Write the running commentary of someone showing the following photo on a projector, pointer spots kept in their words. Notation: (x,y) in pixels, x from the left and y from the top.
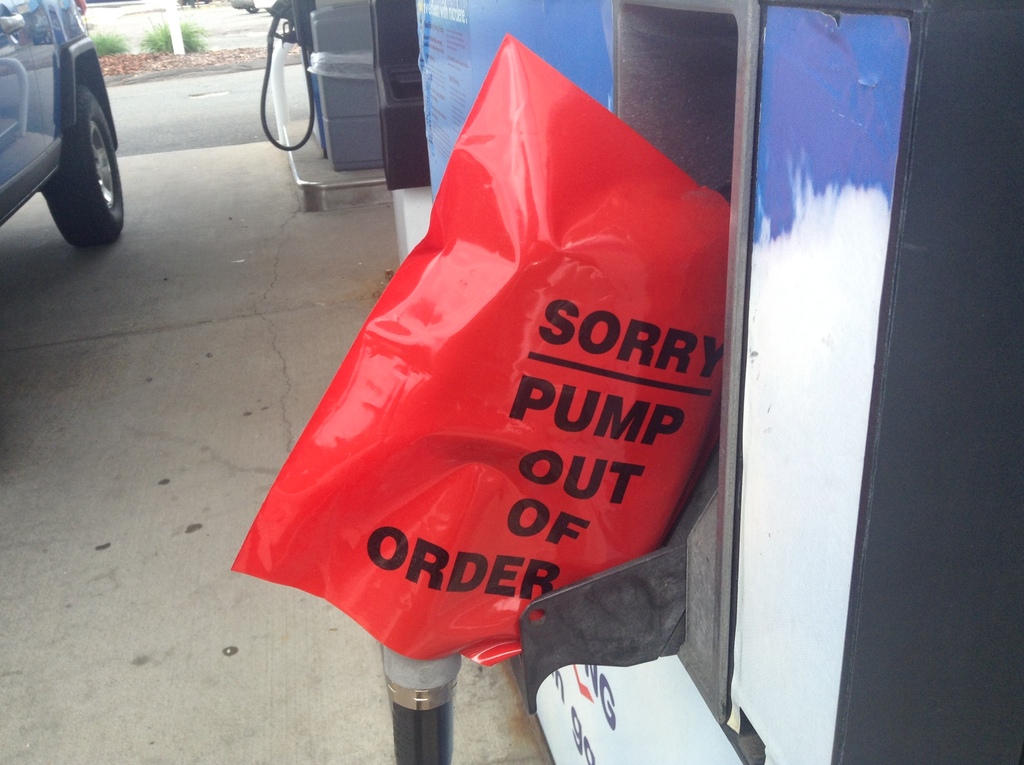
In this picture I can see there is a petrol bunk (315,115) and it has a paper (586,384) here and there is something written on it and there is a car (58,124) on to left (71,127) and the wheel (82,122) and door (20,126) of the car (70,154) is visible and in the backdrop (154,115) there is a road (191,81), there is some grass (167,38) and a pole (180,43) in the backdrop (194,43).
